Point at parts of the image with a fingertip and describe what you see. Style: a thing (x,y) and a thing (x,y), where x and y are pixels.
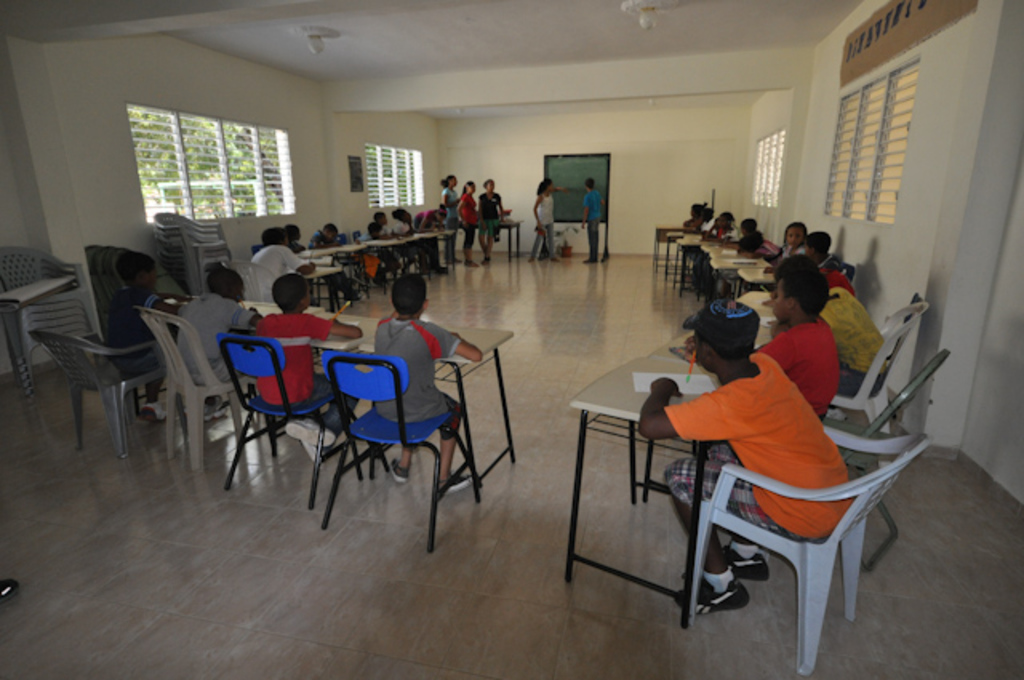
We can see a board (579,193) here and two persons (593,188) standing near to it. Here we can see three persons (473,219) standing near to the table (510,231). This is a floor (249,656). This is a windows (872,196), ceiling (419,60), empty chairs (196,249). we can see all the students (833,315) sitting on chairs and writing something with pens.
